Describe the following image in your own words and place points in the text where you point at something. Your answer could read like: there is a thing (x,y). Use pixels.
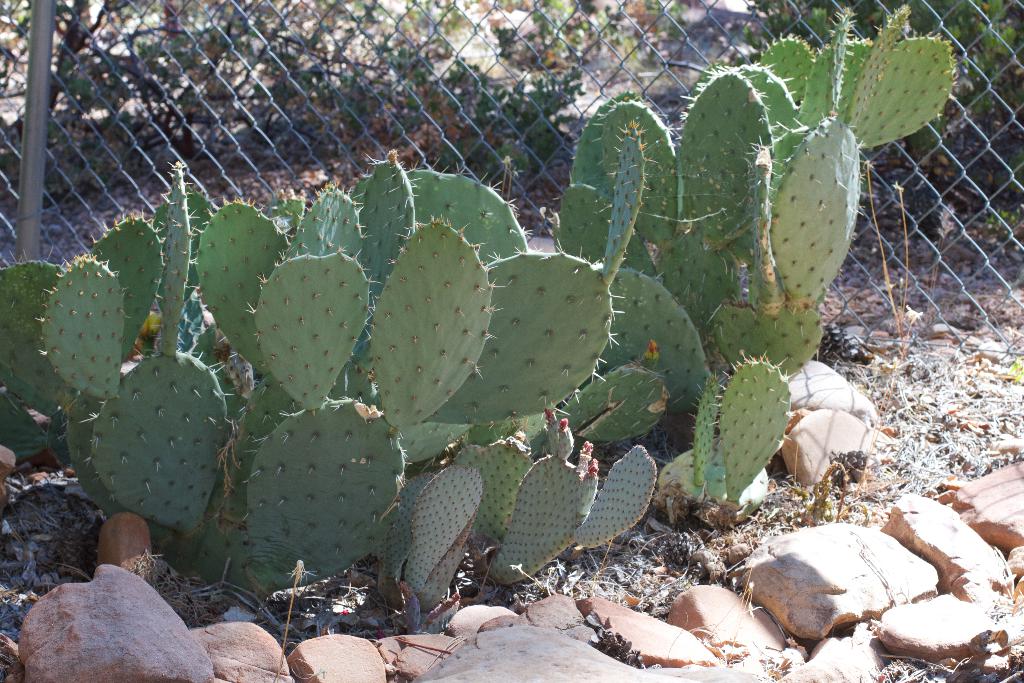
This image is taken outdoors. At the bottom of the image (111,627) there are many stones (541,630) on the ground (880,434) and there is a ground (939,446) with many dry leaves (666,581) on it. In the background (259,190) there is a mesh (251,114) and there are a few plants (398,62). In the middle of the image (366,336) there are many cactus plants (501,422).
